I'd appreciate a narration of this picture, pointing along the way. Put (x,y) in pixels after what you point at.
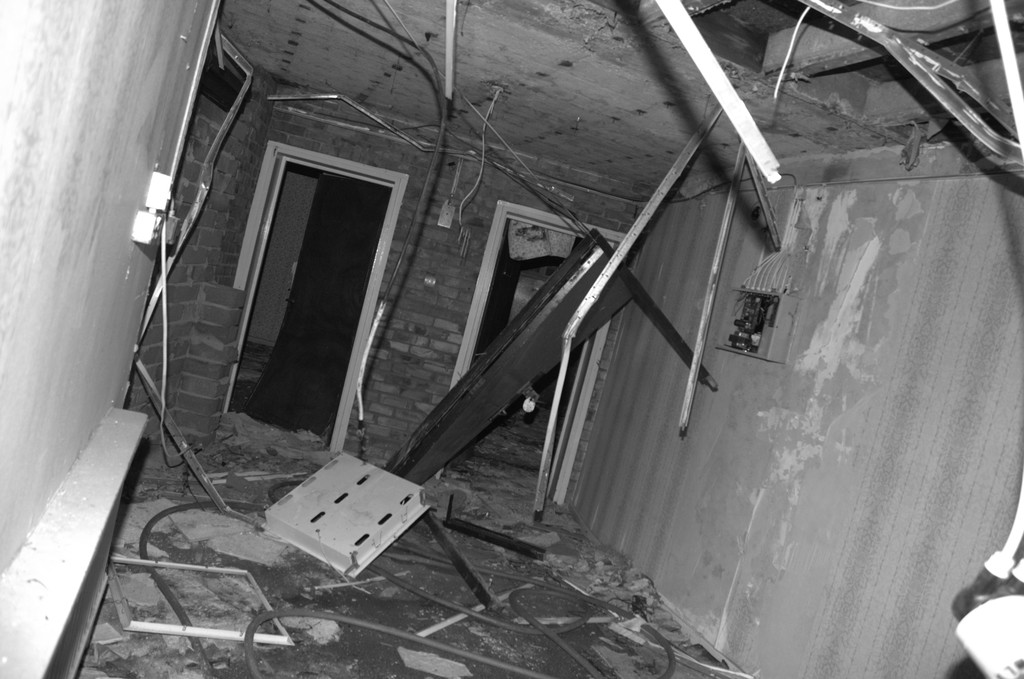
This image is clicked inside the building (153,420). There are many metal stands (698,58) and doors (279,327). To the left (16,183), there is a wall (39,437). At the bottom (393,627), there is a floor (348,639). At the top (574,78), there is a roof (558,137).
